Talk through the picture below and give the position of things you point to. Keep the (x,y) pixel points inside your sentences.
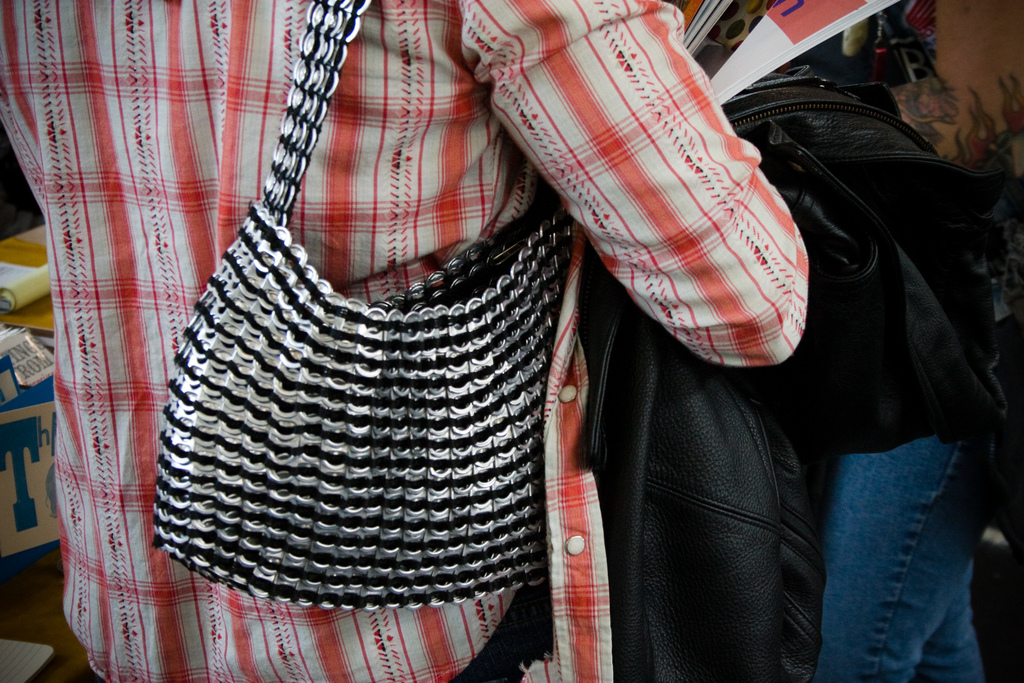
A person (85,393) is wearing a handbag (398,416) and holding a jacket (785,454) in her hands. In the background (32,385) there are some boxes (25,428).
